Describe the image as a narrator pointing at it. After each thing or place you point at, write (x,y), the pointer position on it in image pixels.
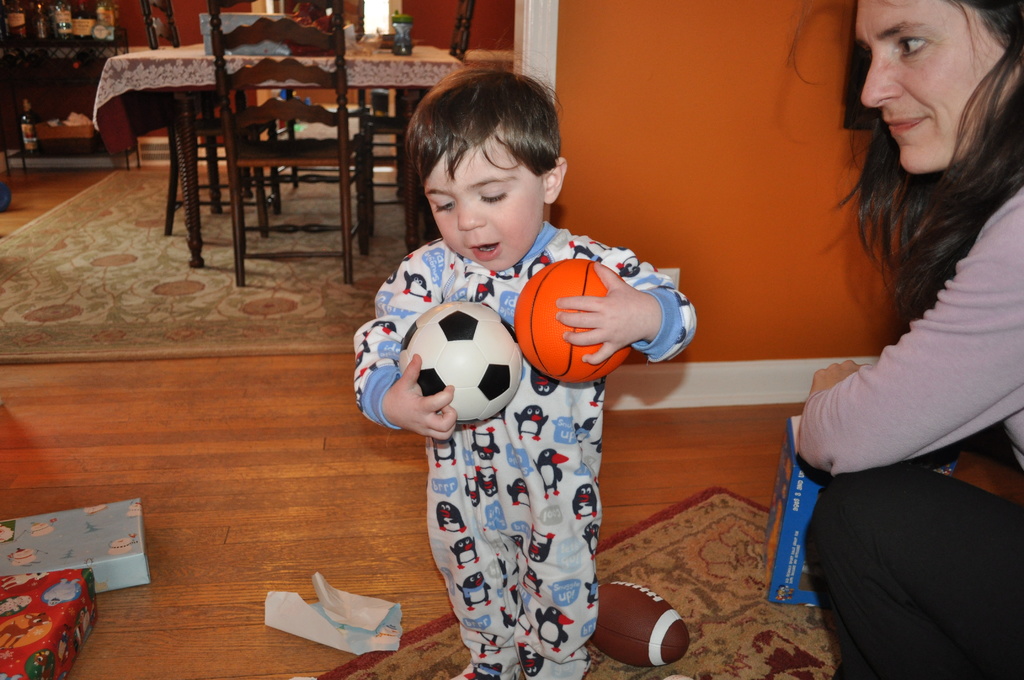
In this picture, there is a little boy (438,433) standing and holding balls (527,353) in his hands (592,302). Beside him there is a woman (1019,317) observing him. There is wall (808,306) painted in orange behind them. There is a dining table (194,78) with four chairs (300,39) behind them.
